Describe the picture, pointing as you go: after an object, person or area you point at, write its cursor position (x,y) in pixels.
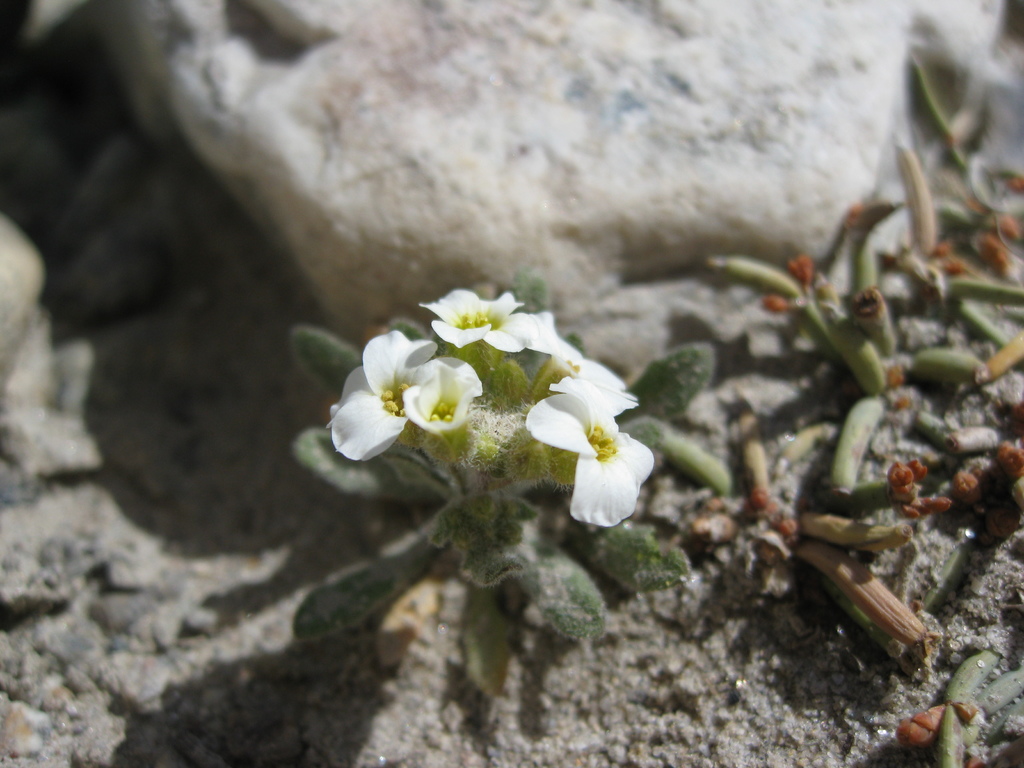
Here I can see white color flower (387,405) and leaves (398,496) to a plant (582,500). On the top of the image (495,125) there is a rock (319,152). On the right side (892,372) there are some buds (844,459) on the floor (577,661).
